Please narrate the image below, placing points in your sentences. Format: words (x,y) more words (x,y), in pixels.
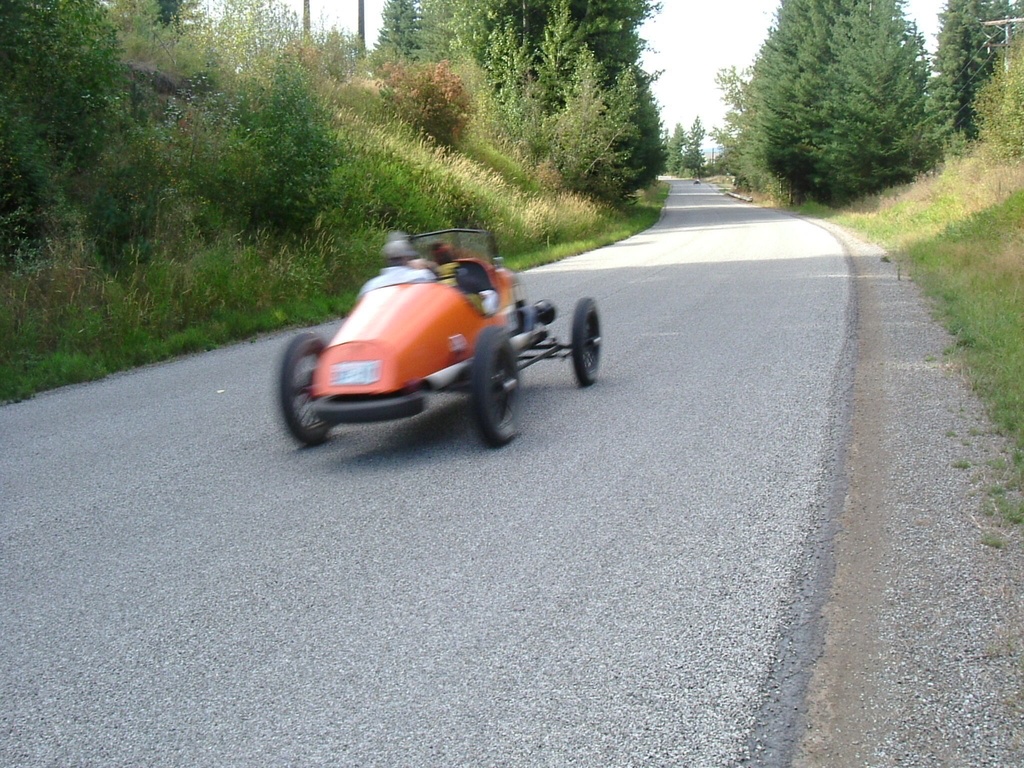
In this picture we can see vehicles (475,239) are on the road (682,441), around we can see some trees (47,62) and grass (167,338).
